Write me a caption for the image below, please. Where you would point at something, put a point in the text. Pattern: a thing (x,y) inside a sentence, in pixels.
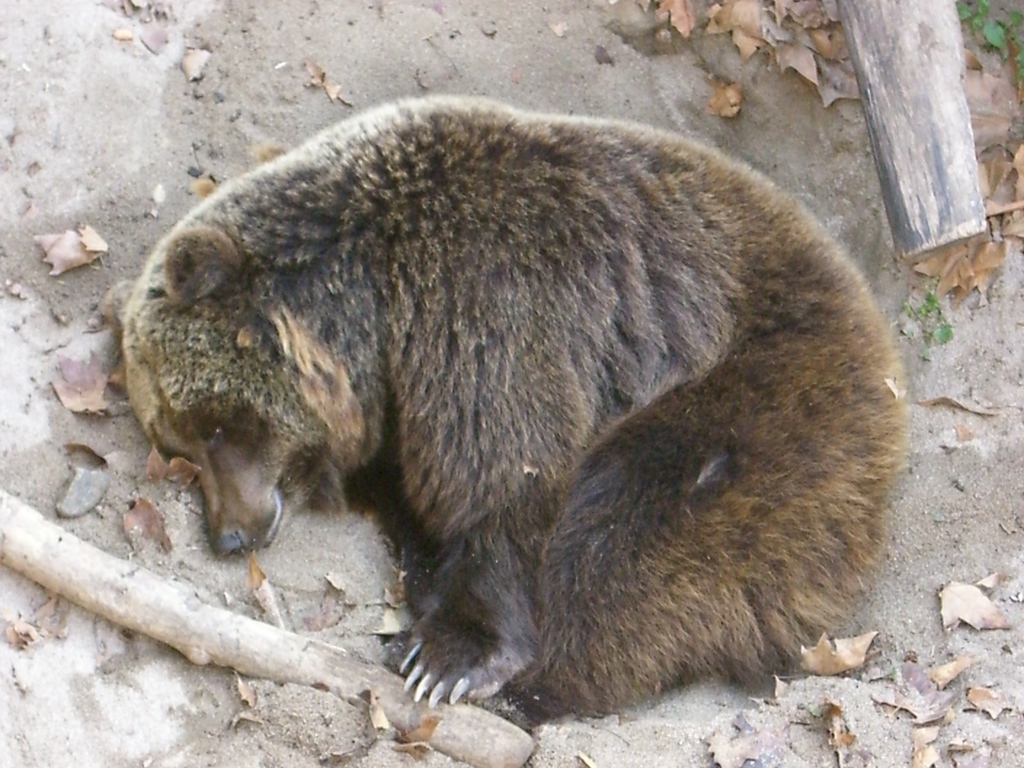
In the image we can see bear (642,444) lying on the sand (302,702). Here we can see the dry leaves (834,660) and wooden sticks (276,666).
